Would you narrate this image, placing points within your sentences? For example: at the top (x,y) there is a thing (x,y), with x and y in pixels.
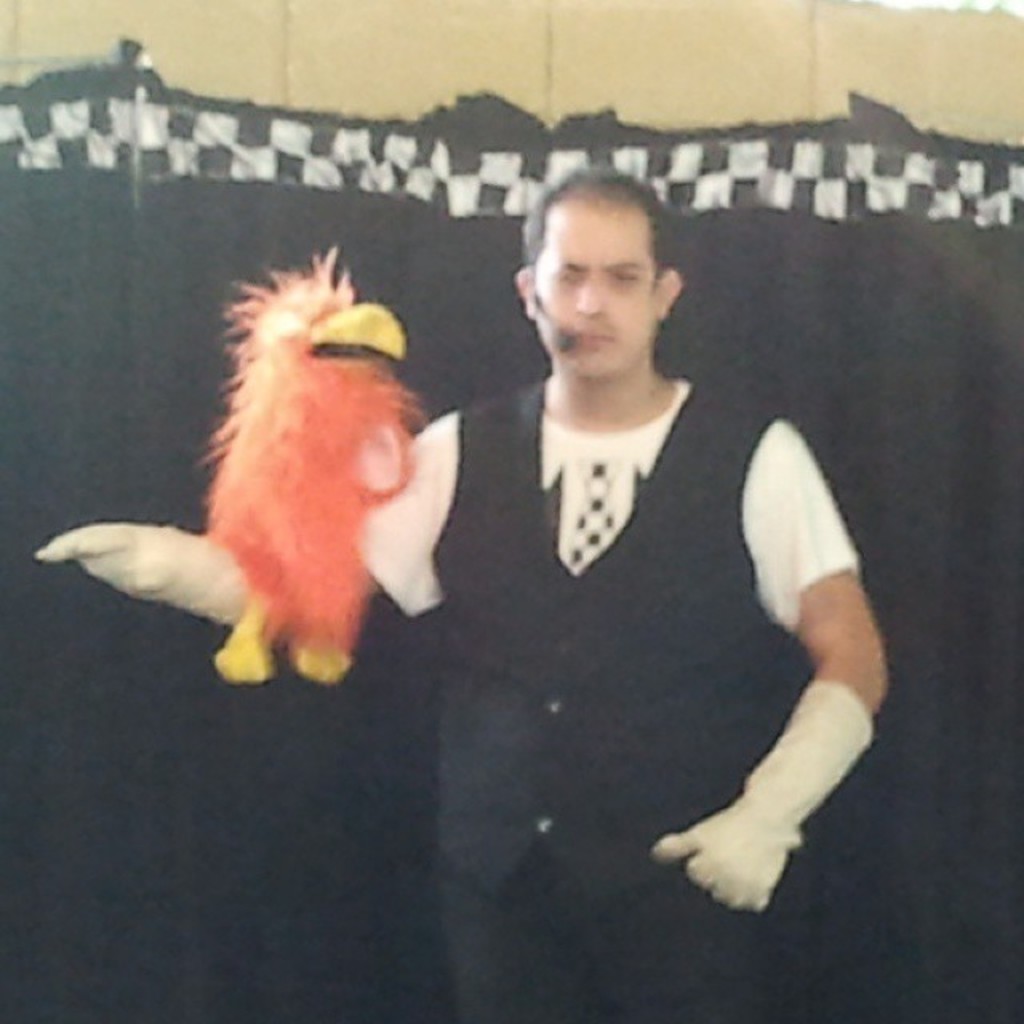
In this image there is man (607,692) holding a puppet (358,532) in his hand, in the background (26,118) there is a black color curtain (33,807).
